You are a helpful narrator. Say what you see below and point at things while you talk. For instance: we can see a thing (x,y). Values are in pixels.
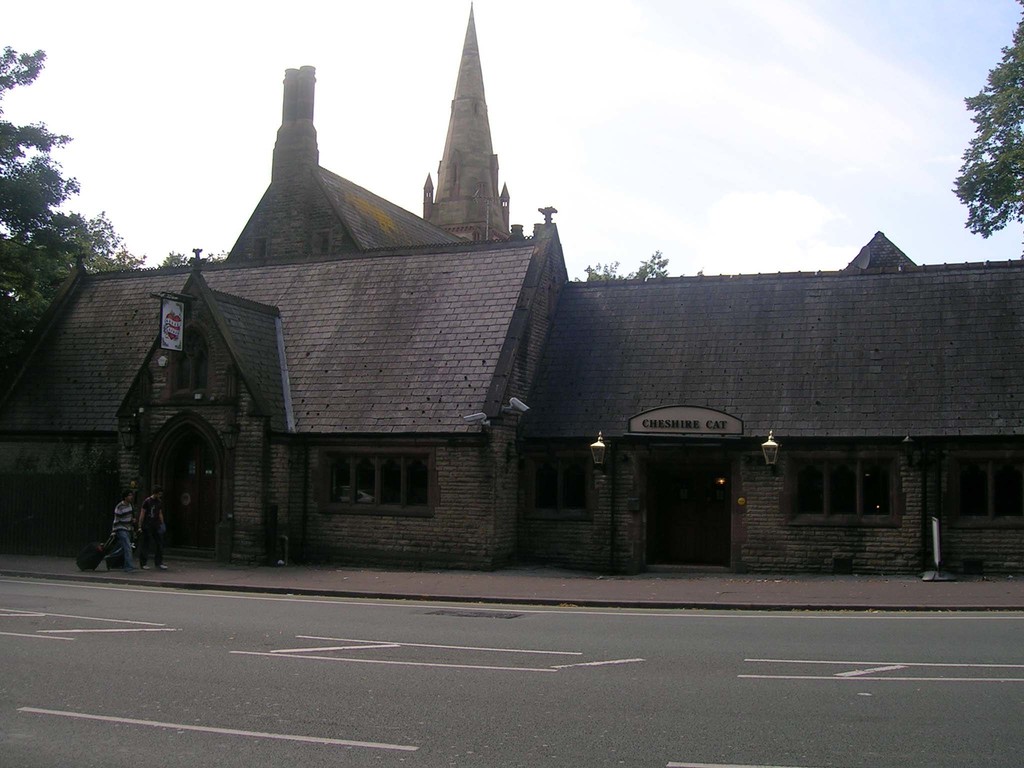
In this picture we can see two houses (540,465), on the right side (1005,152) and left side (102,254) there are trees (2,254), we can see two persons (147,535) are walking on the left side (129,520), there is the sky (398,44) at the top of the picture (411,44), we can see two lights (599,453) in the middle (602,433).
